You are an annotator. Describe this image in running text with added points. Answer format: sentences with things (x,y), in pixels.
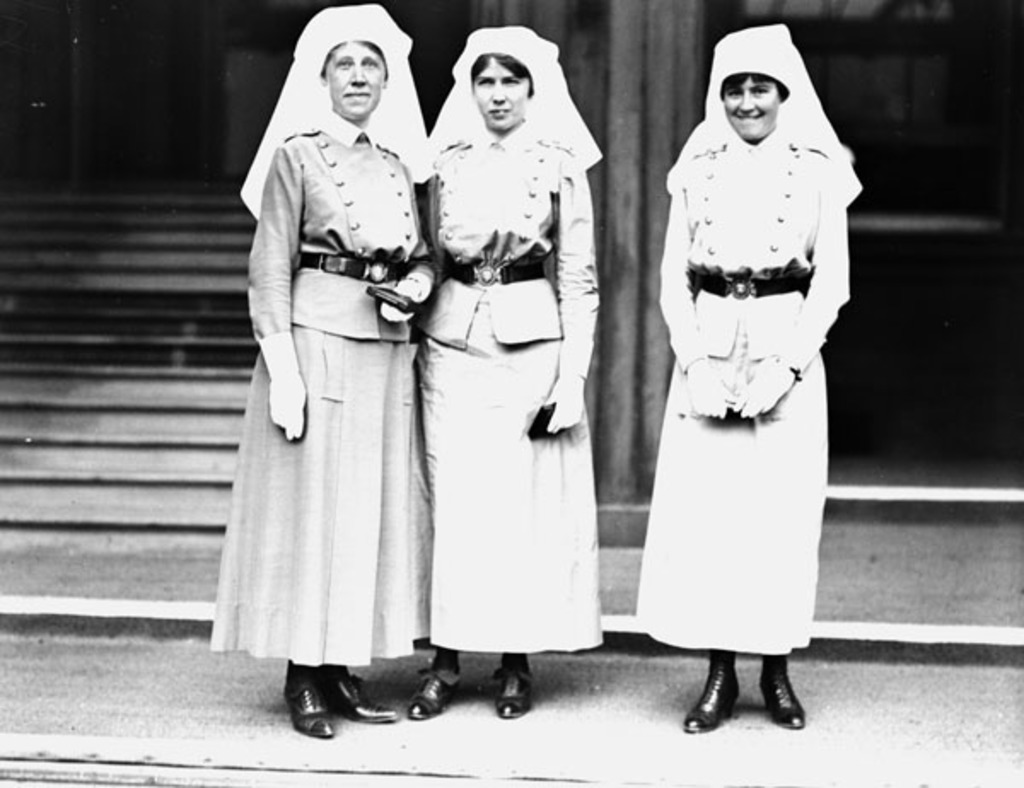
In this image I can see three women (374,274) are standing. I can see all of them are wearing gloves (271,361), shoes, belts (713,278) and same dress (262,255). I can also see all of them are holding things (540,428) and behind them I can see stairs (168,420). I can also see this image is black and white in colour.
